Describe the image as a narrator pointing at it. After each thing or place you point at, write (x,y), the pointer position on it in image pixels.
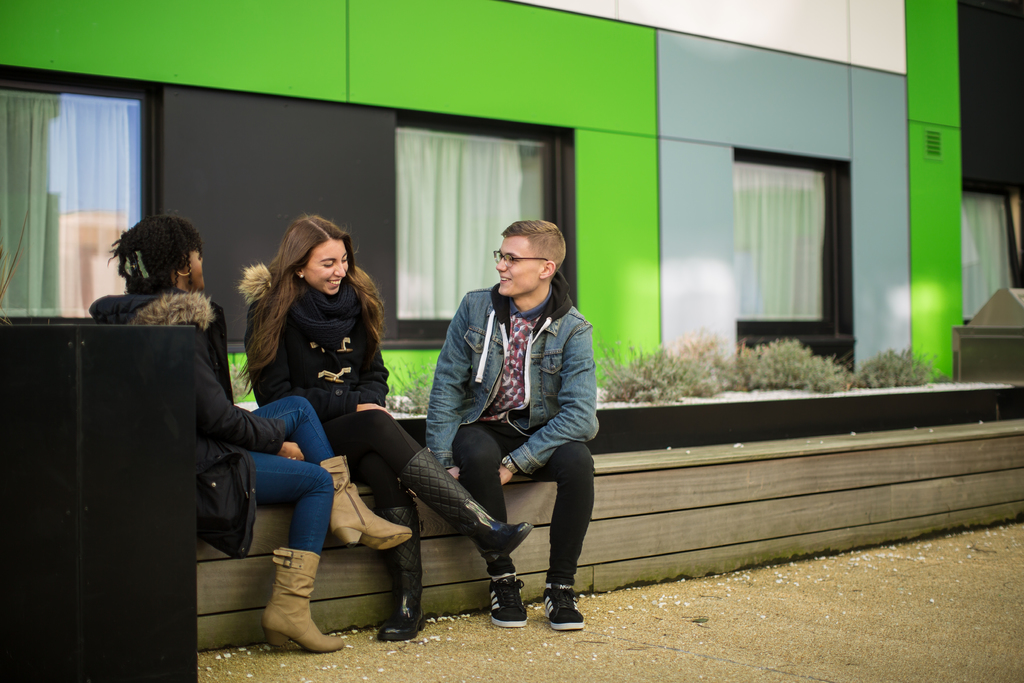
In this image, we can see people (313,223) wearing coats (453,344) and one of them is wearing a scarf (349,292) and are sitting on the bench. In the background (389,205), there is a building (745,133) and we can see windows (752,170), through the glass (519,180) we can see curtains (416,281) and there is an object (71,461), which is in black color and there are some plants (646,390). At the bottom (705,607), there is a road (600,647).
